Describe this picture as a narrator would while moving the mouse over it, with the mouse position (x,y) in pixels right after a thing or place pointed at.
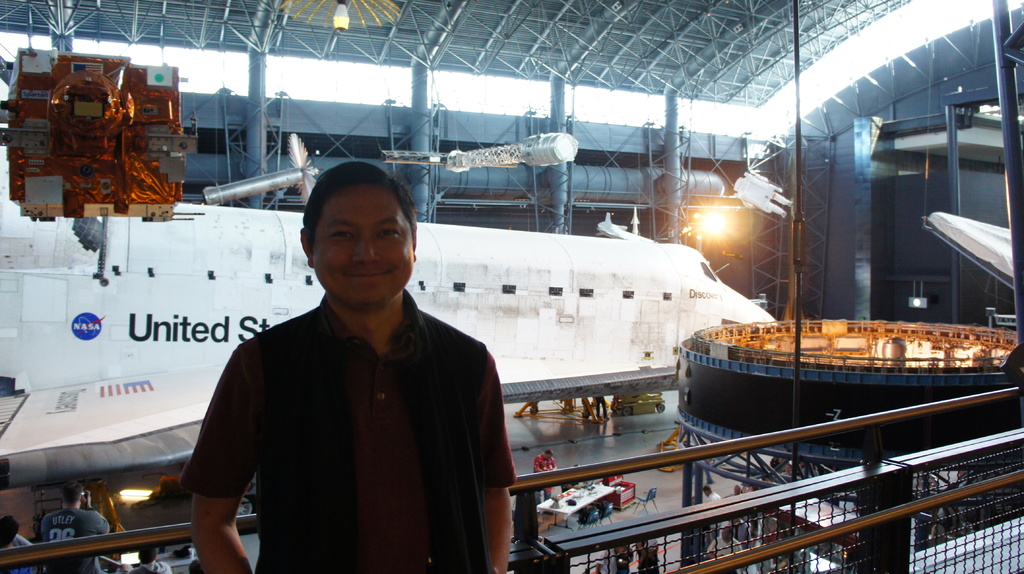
In the foreground (228,479) I can see a man (227,451) is standing near the fence (655,525). In the background (160,295) I can see a group of people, buildings (511,212), an airplane (120,221), metal rods (419,168), rooftop (466,6) and the sky (610,95). This image is taken may be in a factory (613,150).
